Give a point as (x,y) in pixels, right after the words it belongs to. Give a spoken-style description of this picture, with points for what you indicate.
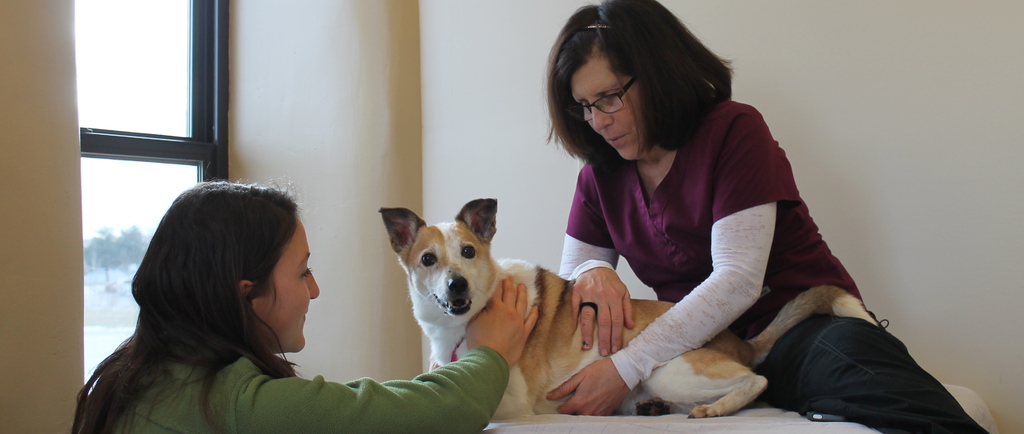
In this image there is one person (247,349) on the left side of this image (278,351) is touching to the dog (440,273), and there is an another person (647,230) is also holding to this dog (562,334). There is a wall (427,104) in the background (514,108). There is a window glass (140,70) on the left side of this image (107,169).
